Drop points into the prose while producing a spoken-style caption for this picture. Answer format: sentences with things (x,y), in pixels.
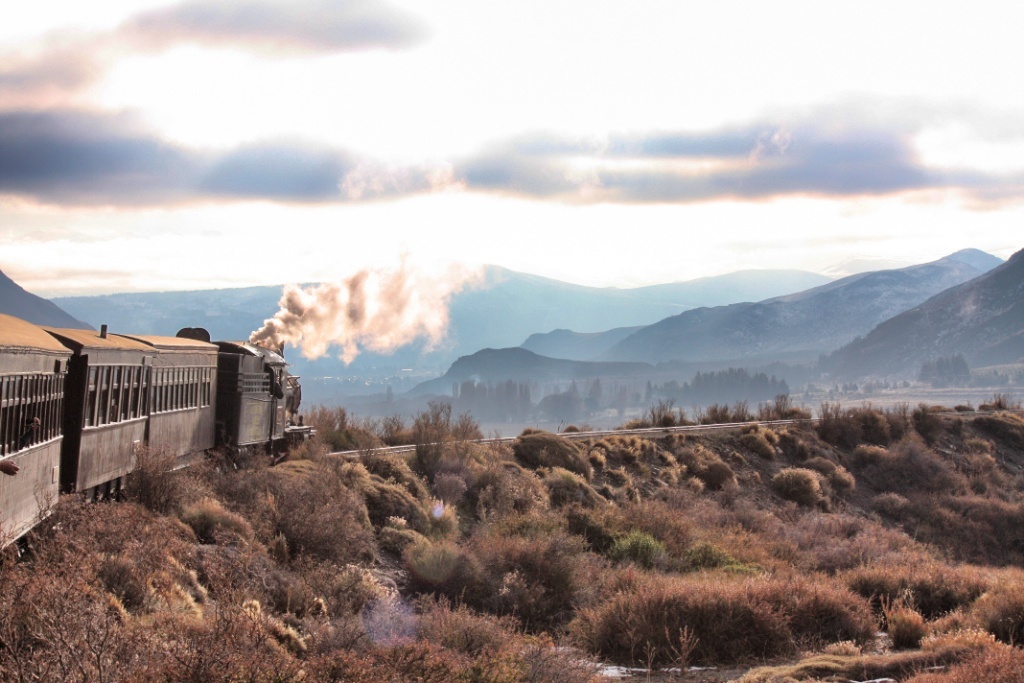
In this image we can see a train (82,415) which is moving on the track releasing smoke (351,305), there are some plants (600,546) in the foreground of the image (681,505) and in the background of the image (463,339) there are some trees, mountains (454,317) and top of the image (582,88) there is cloudy sky (452,121).
